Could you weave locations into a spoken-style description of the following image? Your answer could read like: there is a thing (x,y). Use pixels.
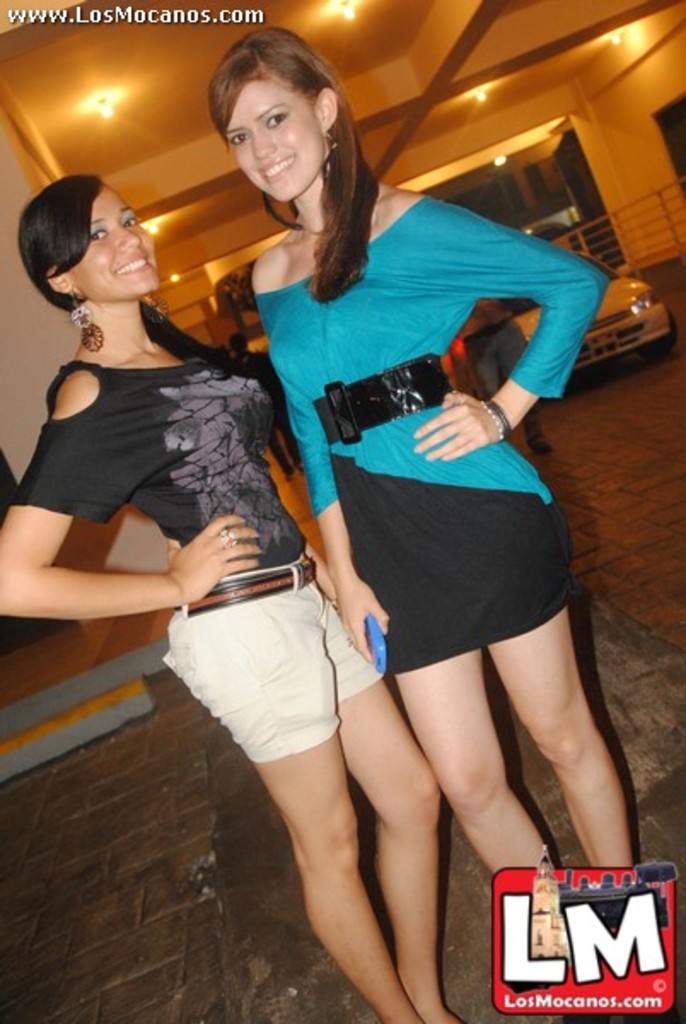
In this image I can see two persons (183,563) standing, the person (509,553) at right (509,553) is wearing blue and black color dress (430,579) and the person (307,582) at left (156,482) is wearing black and cream color dress (253,635). Background I can see few vehicles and I can also see few lights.
